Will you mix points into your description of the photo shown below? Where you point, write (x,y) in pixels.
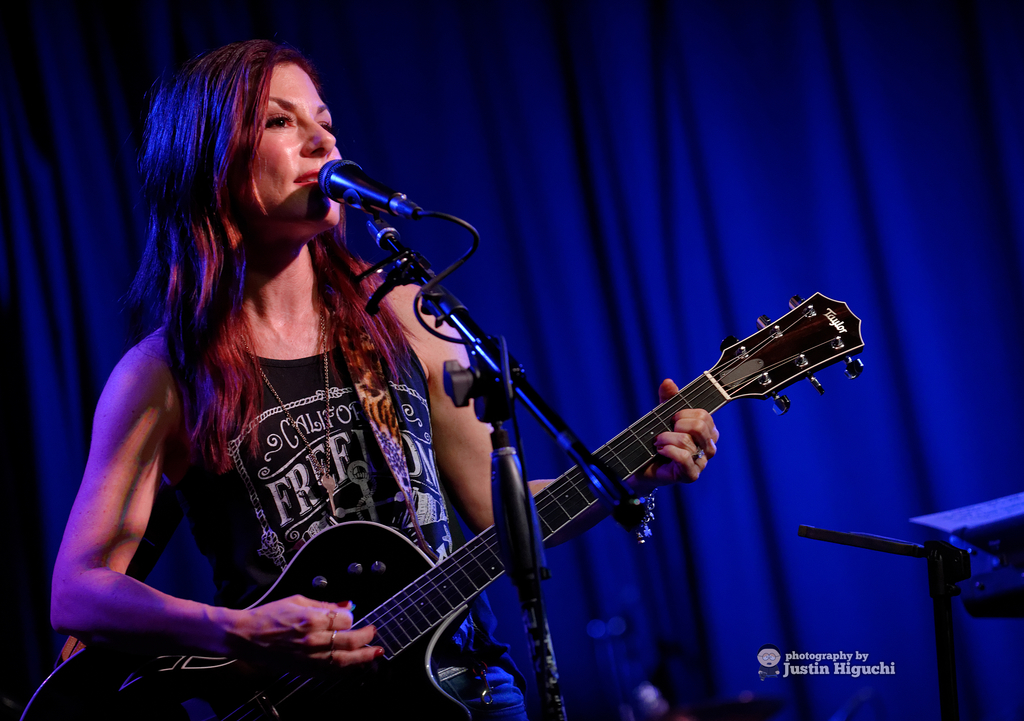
This picture shows a woman (257,363), holding a guitar (296,574) and playing it in front of a microphone (334,193) and a stand (507,476). In the background (626,176) there is a curtain (643,185) here.
